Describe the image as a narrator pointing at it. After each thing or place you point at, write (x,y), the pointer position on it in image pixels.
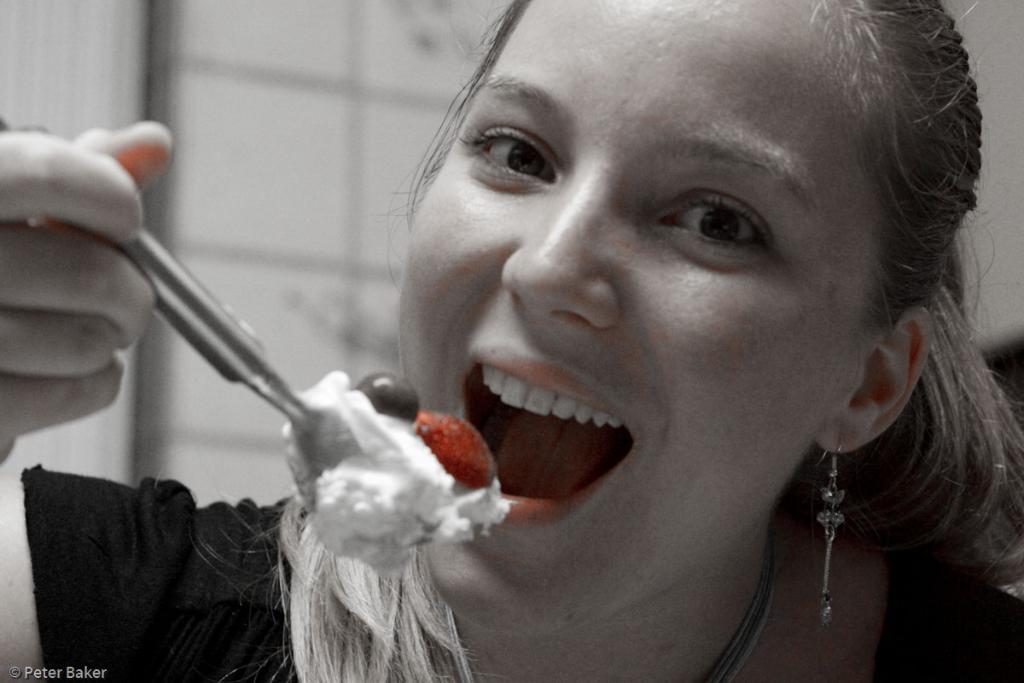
In this image there is a woman (519,64) holding a spoon (167,278), on the spoon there is a food item (410,443), in the bottom left (107,667) there is a text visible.
